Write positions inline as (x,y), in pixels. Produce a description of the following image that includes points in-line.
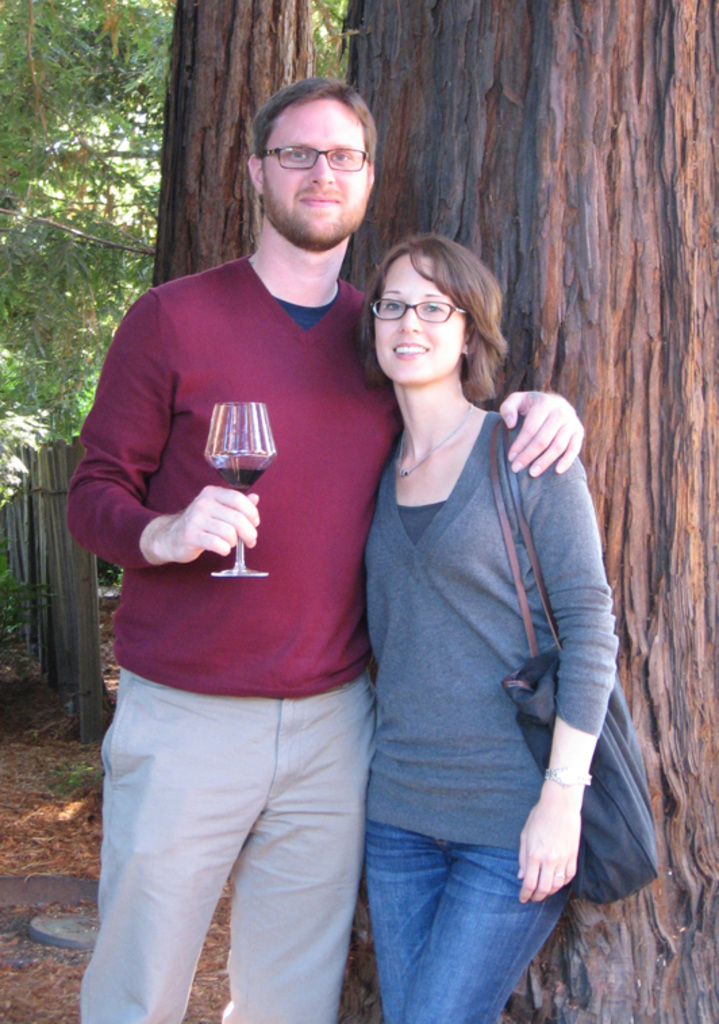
In this image i can see a man (267,636) and a woman (496,902) are standing. The man (206,615) is holding a wine glass (226,470) and woman (516,721) is carrying a bag (611,860). I can also see there is a tree (199,113) behind these people (270,388).
